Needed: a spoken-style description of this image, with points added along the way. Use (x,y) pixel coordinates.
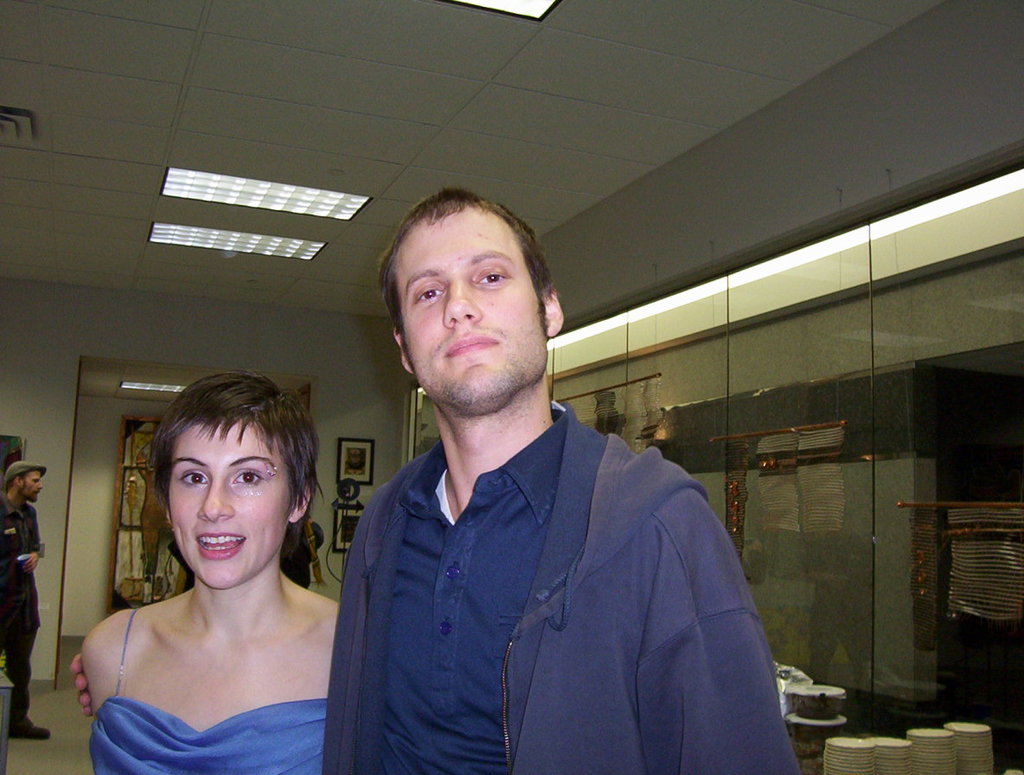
In this image I can see two persons (178,706) standing wearing blue color dress (149,743), background (350,338) I can see few other persons (287,564) standing, few frames (341,472) attached to the wall (332,482) and the wall (343,349) is in white color and I can also see few glass doors (819,366).
